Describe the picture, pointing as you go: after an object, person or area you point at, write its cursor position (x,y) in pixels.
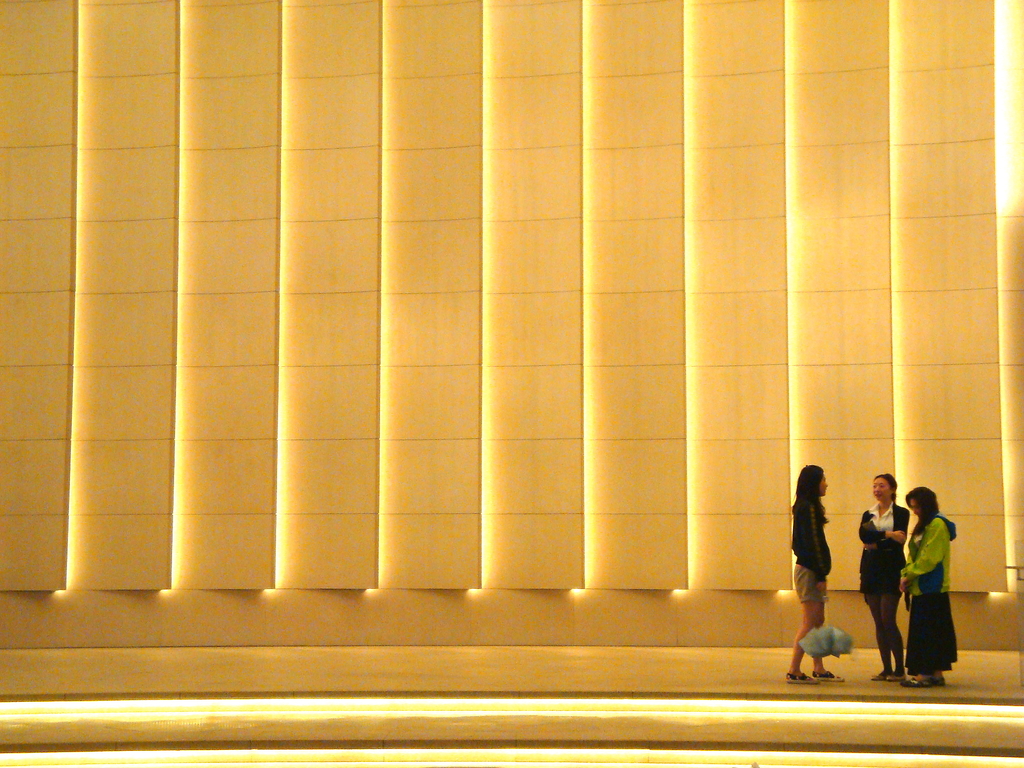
In this image I can see three women (812,605) are standing. I can see two of them are wearing black colour dress (801,511). I can also see yellow colour wall (446,246) in background (390,272).
